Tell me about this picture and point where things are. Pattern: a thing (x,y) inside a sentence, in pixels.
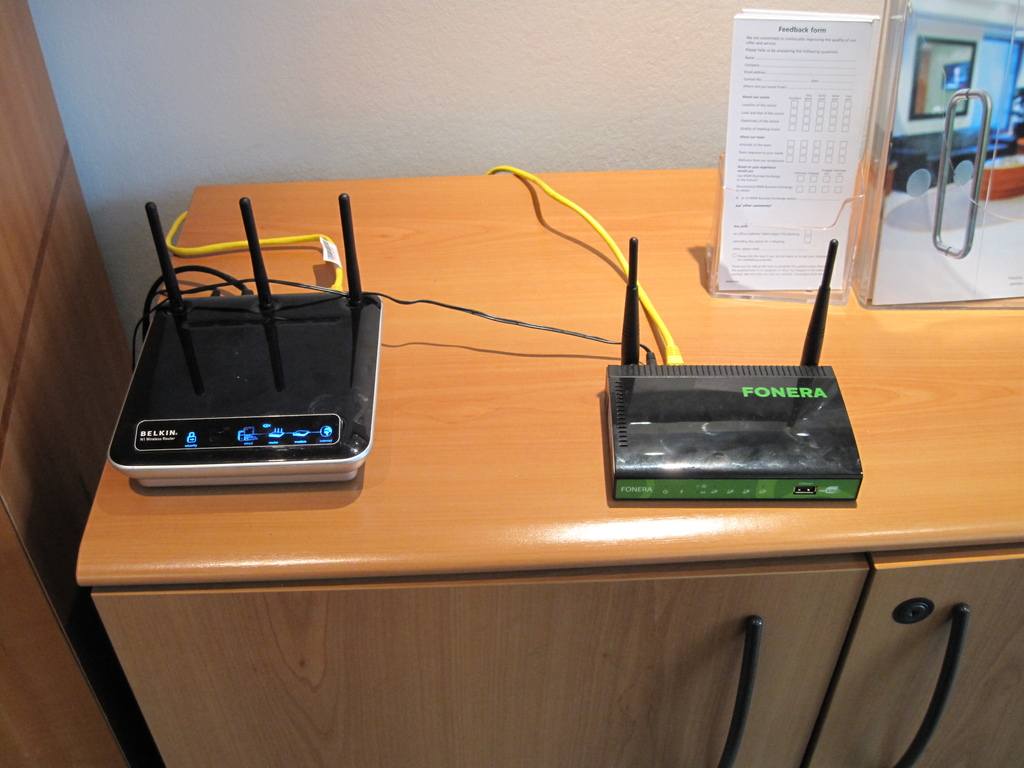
In this image there is a table (430,367) on which there are two WiFi routers (715,424) with the wires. On the right side (936,126) there is a brochure (964,196) on the table (606,205). At the bottom (832,689) there is a cupboard (687,617). There are few papers (783,127) kept in the plastic stand (768,256) on the table (132,516).
